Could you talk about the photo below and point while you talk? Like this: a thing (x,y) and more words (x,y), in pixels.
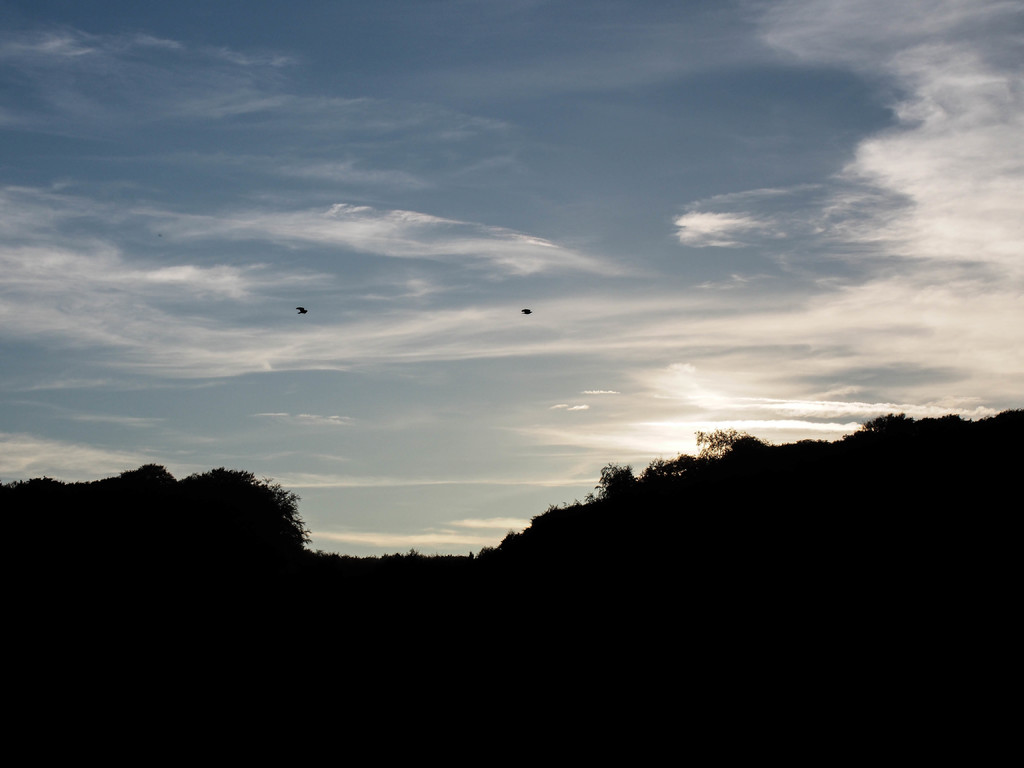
In the image we can see hills (769,529), trees (78,523) and a cloudy pale blue sky (801,311). We can even see there are bird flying in the sky (249,334).
